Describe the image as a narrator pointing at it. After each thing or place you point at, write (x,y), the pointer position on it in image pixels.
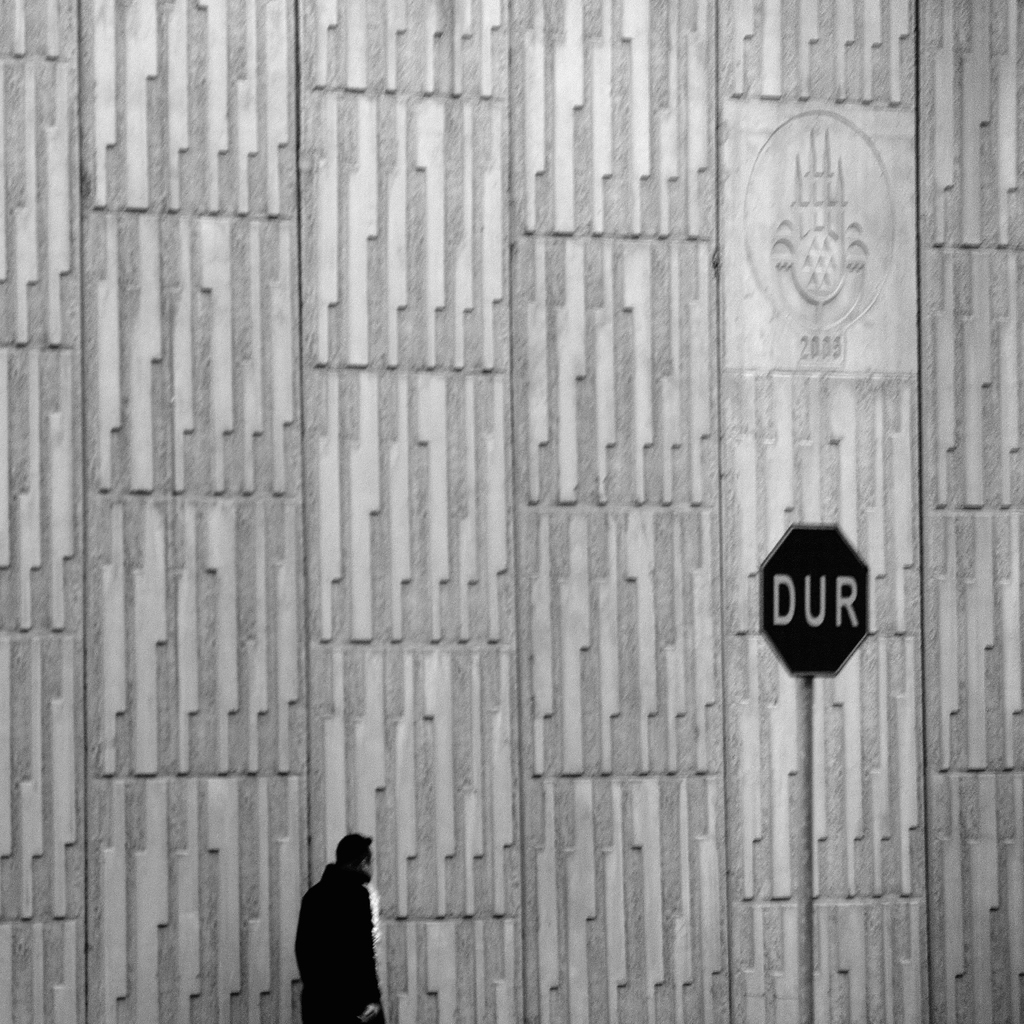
This is a black and white image. In this image there is a wall (588,369). On the wall (738,246) there is a logo (804,183) on that. Also there is a person (331,951) at the bottom (343,976). And there is a pole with sign board (814,618).
